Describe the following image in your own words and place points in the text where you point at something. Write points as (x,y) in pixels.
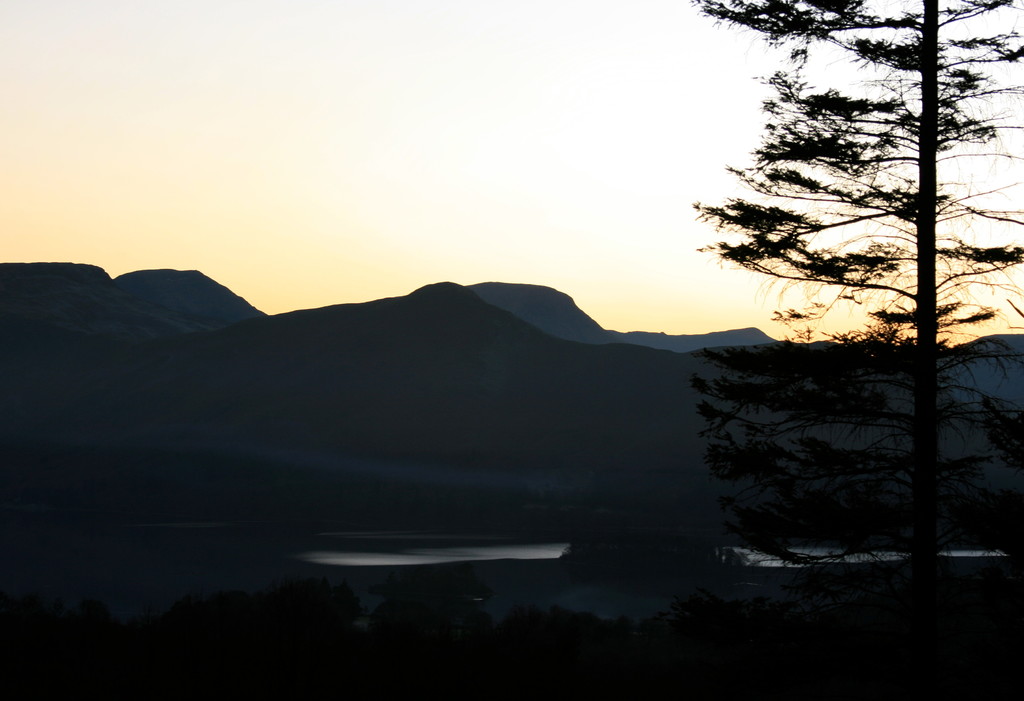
On the right side of the image (957,462) there is a tree (998,249). In the center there is a lake (311,547). In the background (151,331) there are hills (556,325) and sky (558,203).
